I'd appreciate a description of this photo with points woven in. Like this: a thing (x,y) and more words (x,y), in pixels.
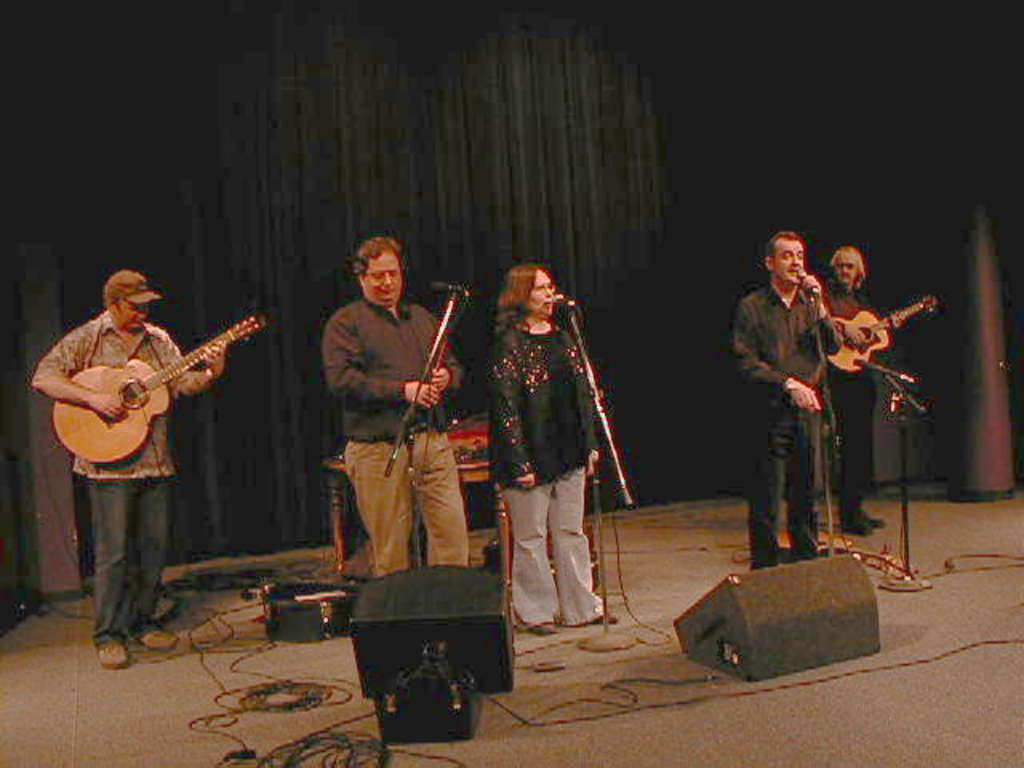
Here we can see all the persons (404,324) standing in front of a mike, singing and playing guitar (161,371). This is a platform (992,632), wires (261,763), speakers (867,638). On the background (930,324) there is a black huge curtain (600,156).
